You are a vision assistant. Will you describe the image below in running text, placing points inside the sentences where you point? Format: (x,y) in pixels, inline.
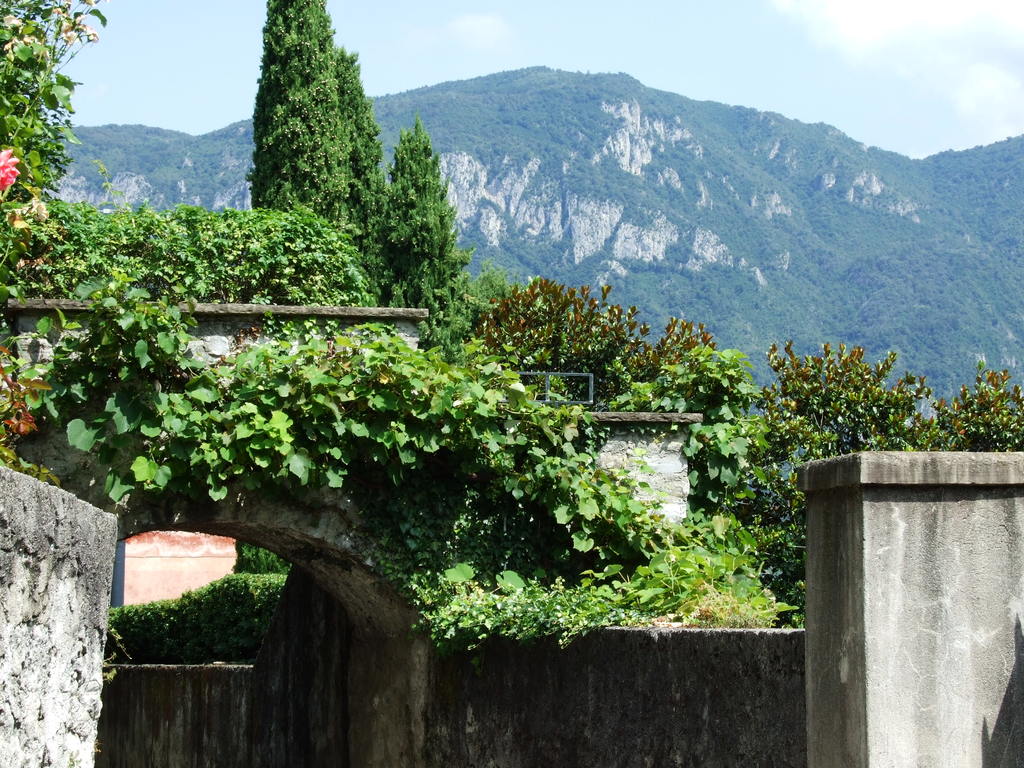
In this picture we can see walls (71,658), plants (334,369) and trees (759,504). In the background of the image (376,82) we can see hill (402,106) and sky (783,65).
